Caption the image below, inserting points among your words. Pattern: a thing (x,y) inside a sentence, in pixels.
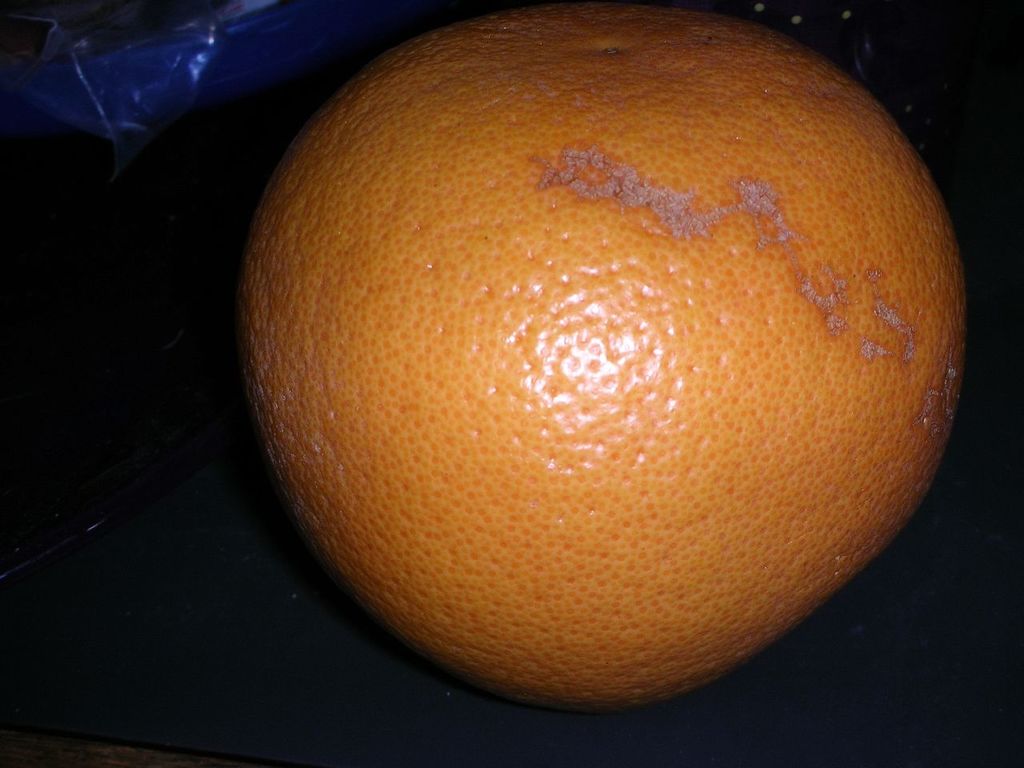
In this image we can see an orange (534,337) and a cover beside it.
